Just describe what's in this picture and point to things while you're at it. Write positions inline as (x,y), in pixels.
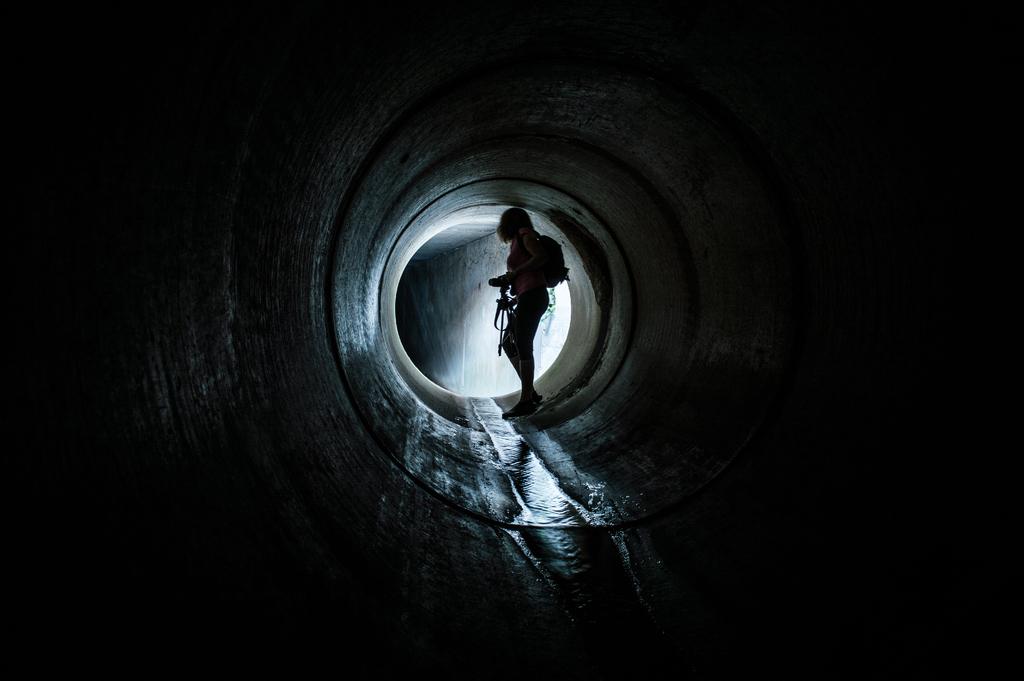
In this picture I can see a human (529,331) standing and holding a camera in the hand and a backpack (552,250) on the back (530,234) and I can see water (496,405).
